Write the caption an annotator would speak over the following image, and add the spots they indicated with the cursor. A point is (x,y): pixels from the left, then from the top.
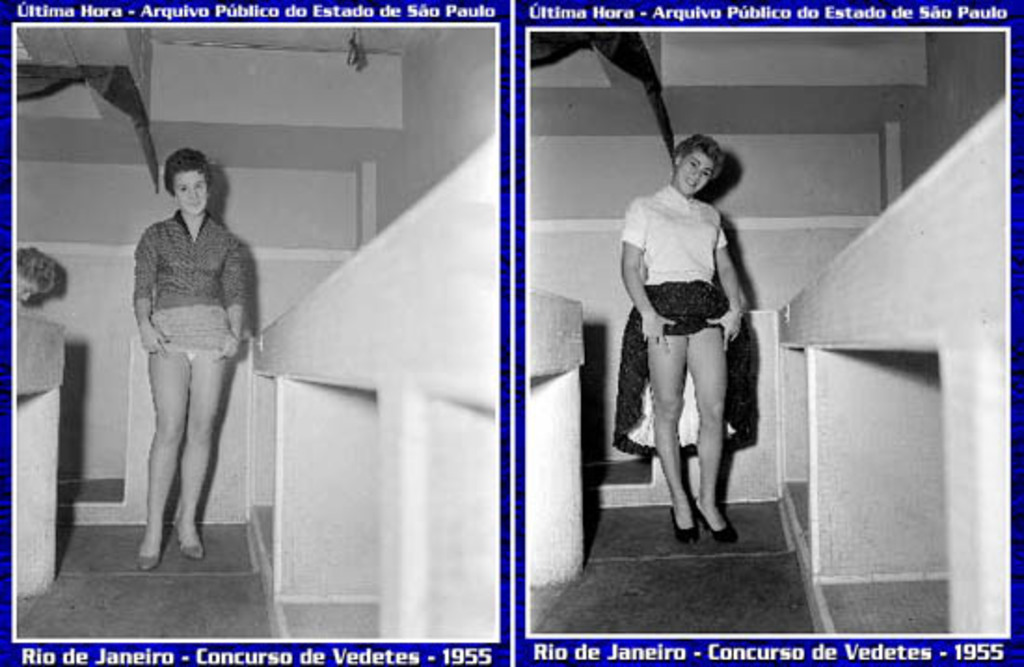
This is a collage image. In this collage image we can see women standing on the floor (761,532). At the top (383,7) and bottom of the collage image there is some text (619,661).
